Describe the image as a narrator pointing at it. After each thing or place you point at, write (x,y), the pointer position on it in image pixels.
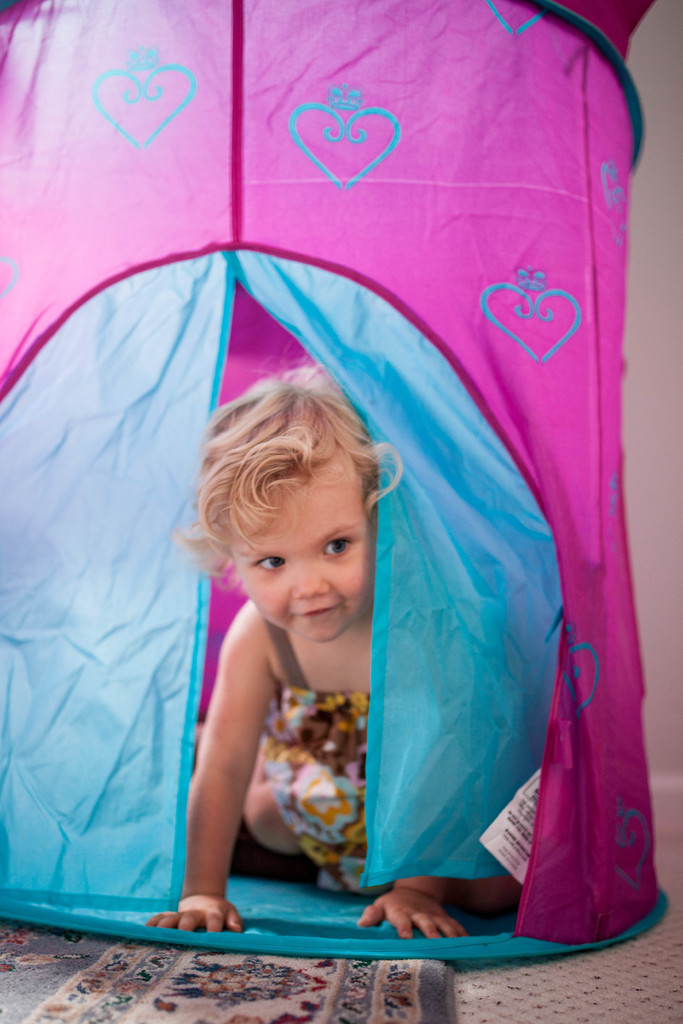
This is a zoomed in picture. In the foreground (496,986) we can see the floor mat (334,978) and a kid (336,716) wearing a frock (336,802) and seems to be sitting on the ground (592,999) under a small tent (444,336). In the background (673,232) there is a wall (675,339).
